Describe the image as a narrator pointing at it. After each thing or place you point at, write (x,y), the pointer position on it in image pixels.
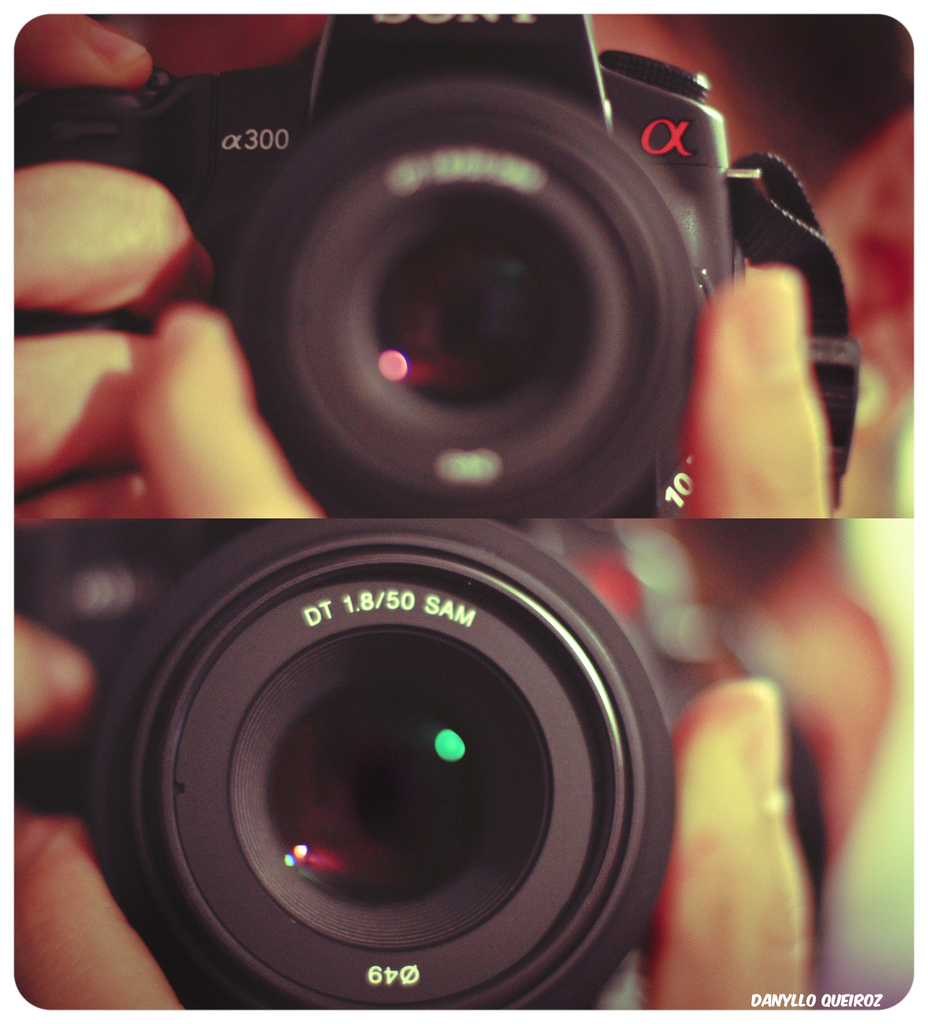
In this image I can see a person (712,601) is holding a camera (397,767) in hand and a text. This image looks like an edited photo.
